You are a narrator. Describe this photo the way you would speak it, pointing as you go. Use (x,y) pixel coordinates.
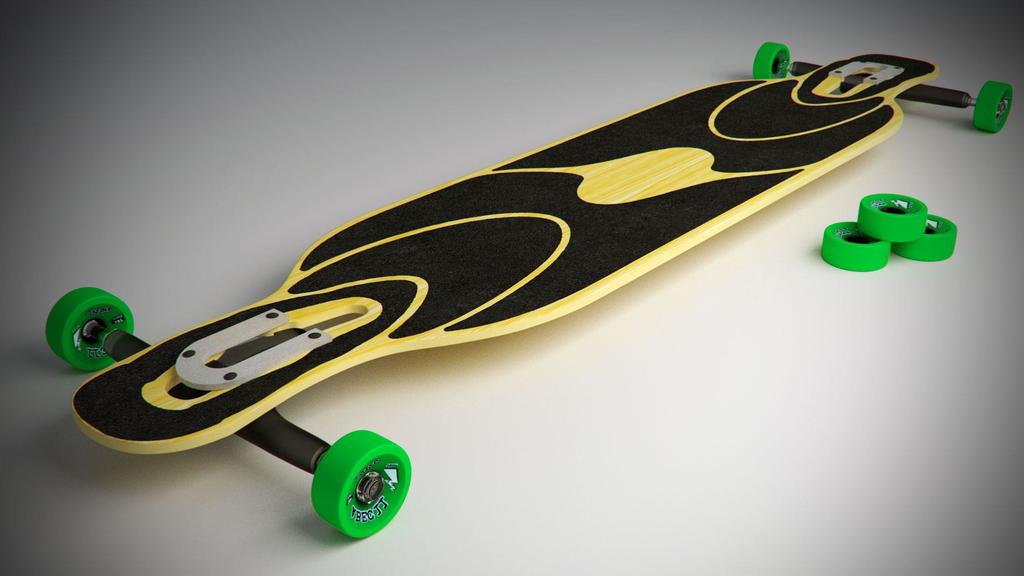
In the picture I can see the skateboard (703,133) and there are skateboard wheels (948,236) on the right side of the picture (946,219).
